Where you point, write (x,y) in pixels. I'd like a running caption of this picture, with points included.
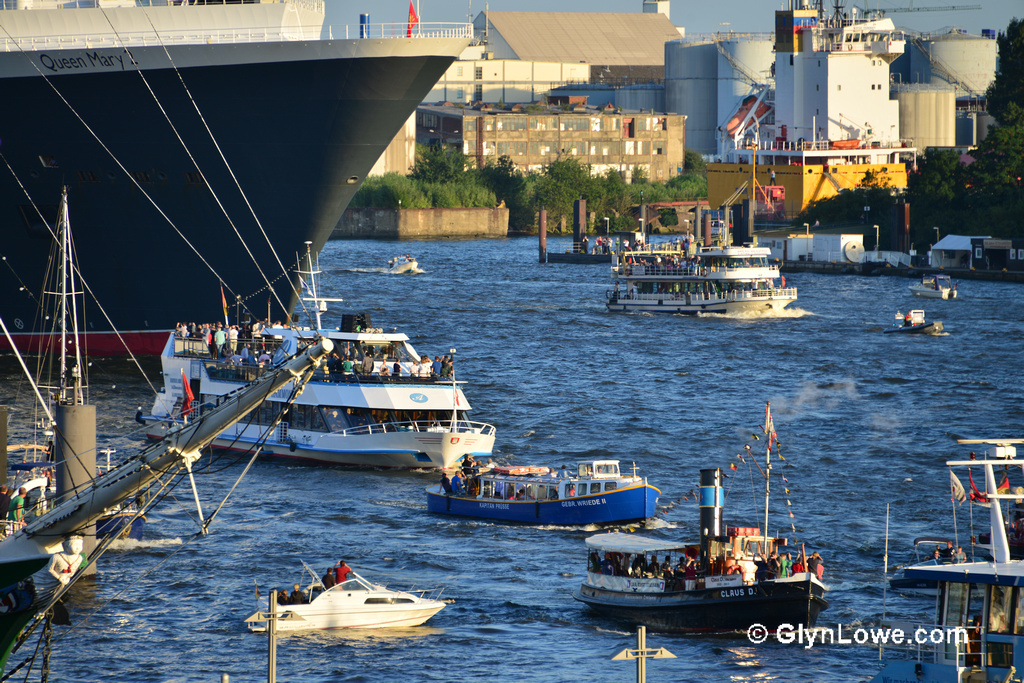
this picture shows buildings (907,44), ocean (693,456) and few ships (140,344) and few boats (601,507), carrying people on them.
